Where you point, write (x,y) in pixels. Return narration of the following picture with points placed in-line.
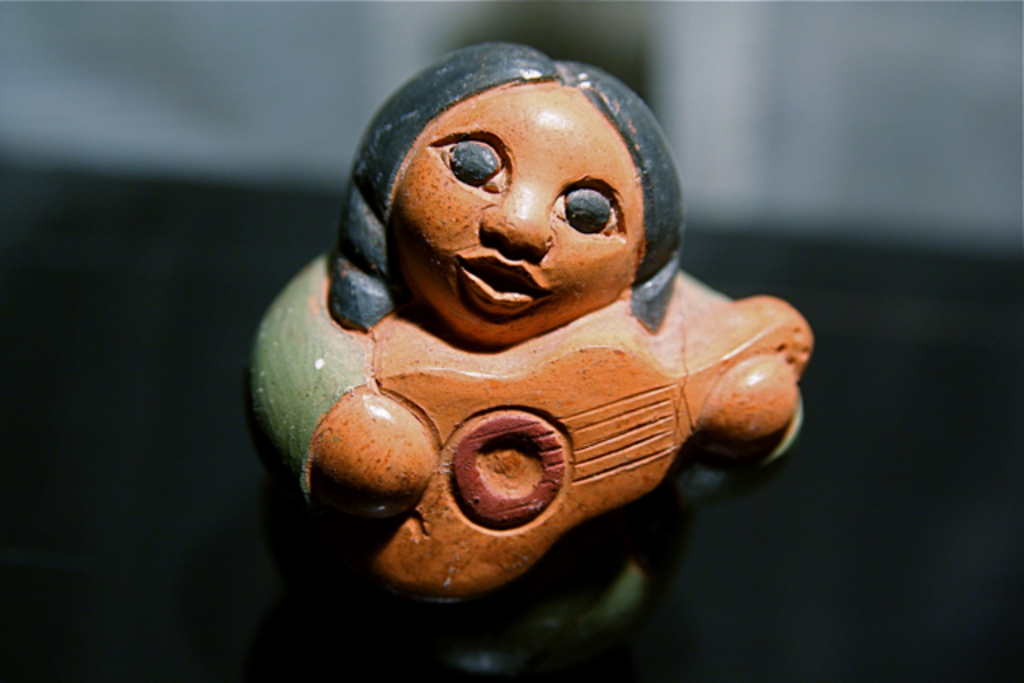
In this image I can see a mini sculpture (326,377) in the front (558,449). I can see colour of this sculpture (362,394) is brown, green and black. I can also see this image is little bit blurry in the background (808,194).
